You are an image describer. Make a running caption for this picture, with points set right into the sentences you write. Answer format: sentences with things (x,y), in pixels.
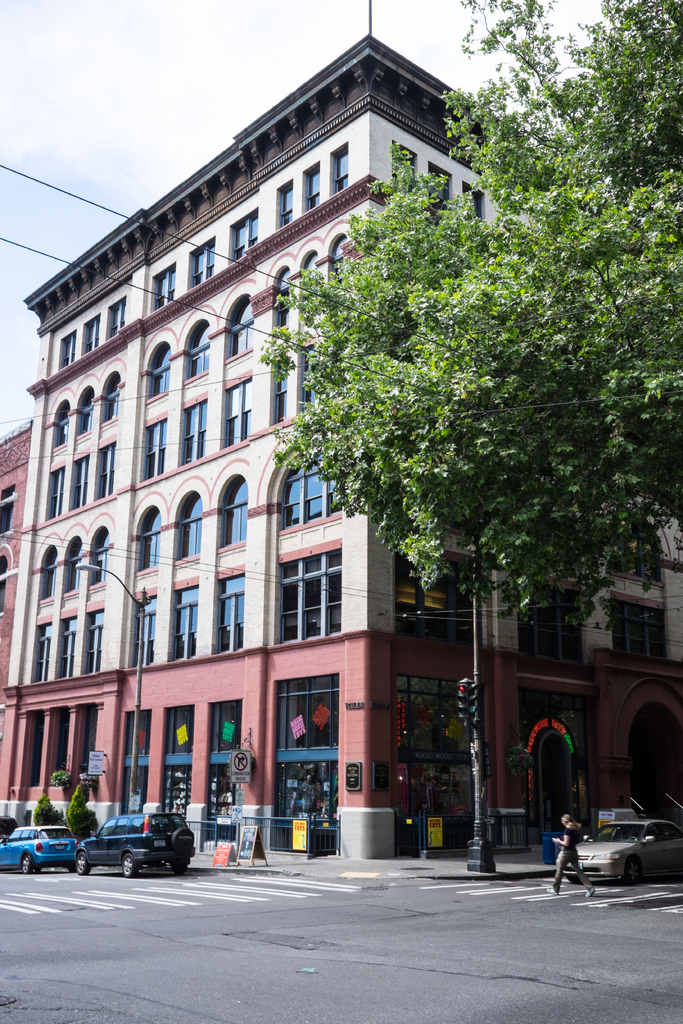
In this image, we can see a building (183,449) and tree (622,350). There are poles (481,826) in the middle of the image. There are vehicles (586,851) on the road (477,972). There is a sky (147,183) at the top of the image (122,29). There is a person (561,854) in the bottom right of the image (570,858) walking on the road (535,956).
